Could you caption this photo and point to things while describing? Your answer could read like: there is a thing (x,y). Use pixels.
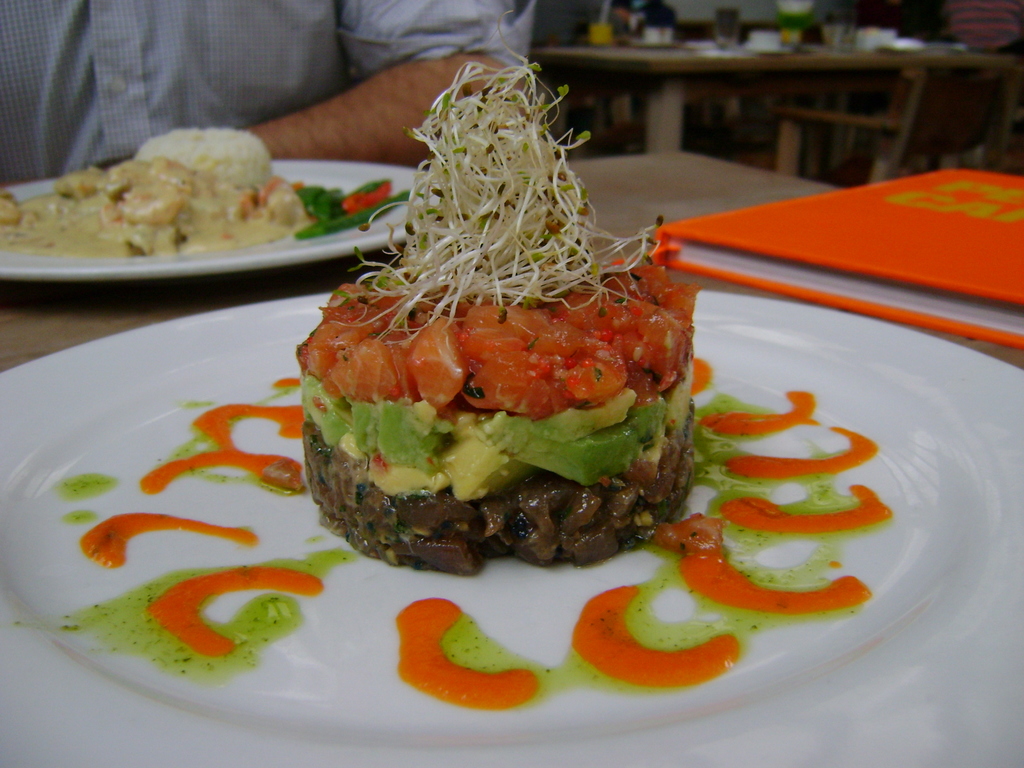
In the center of the image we can see a table (227,296). On the table (227,296) we can see a book (947,328), plates (79,388) which contain food items (340,472). At the top of the image (432,71) we can see a man (462,29) is sitting and also we can see a chair (881,119), table (664,114). On the table (977,55) we can see the bottles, glass (841,50), papers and some other objects (883,32).
